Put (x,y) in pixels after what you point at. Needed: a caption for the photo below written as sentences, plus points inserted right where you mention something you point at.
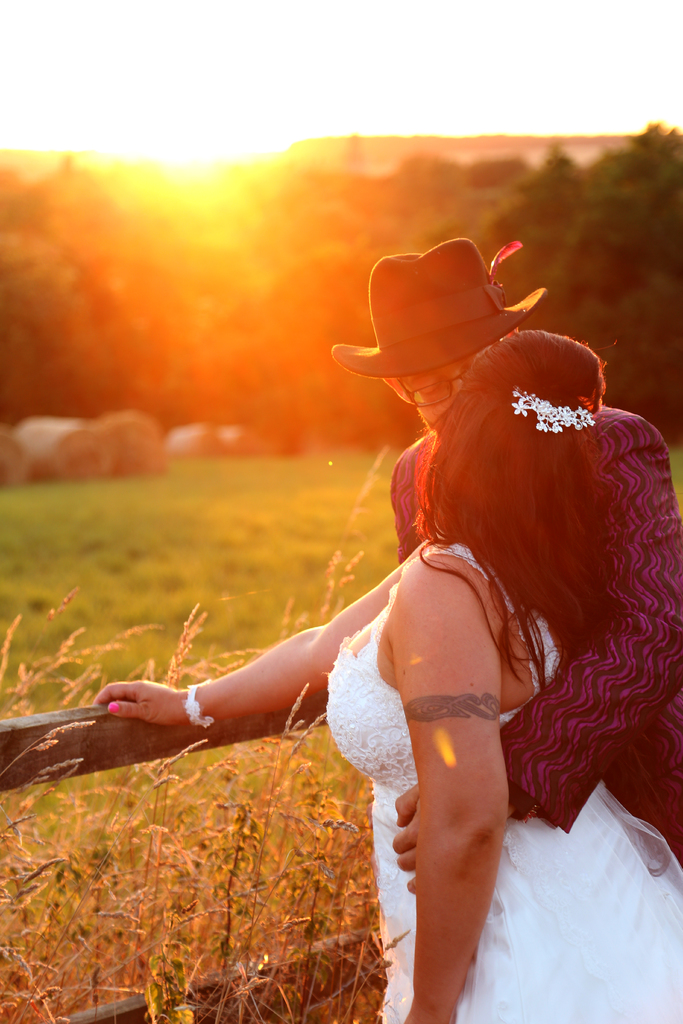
In the foreground of the picture (228,830) there are plants (169,788), railing (71,738) and two persons (498,599) standing. The background (535,241) is blurred. In the background (210,212) there are trees (592,164), grass (86,561) and sun (195,146).
